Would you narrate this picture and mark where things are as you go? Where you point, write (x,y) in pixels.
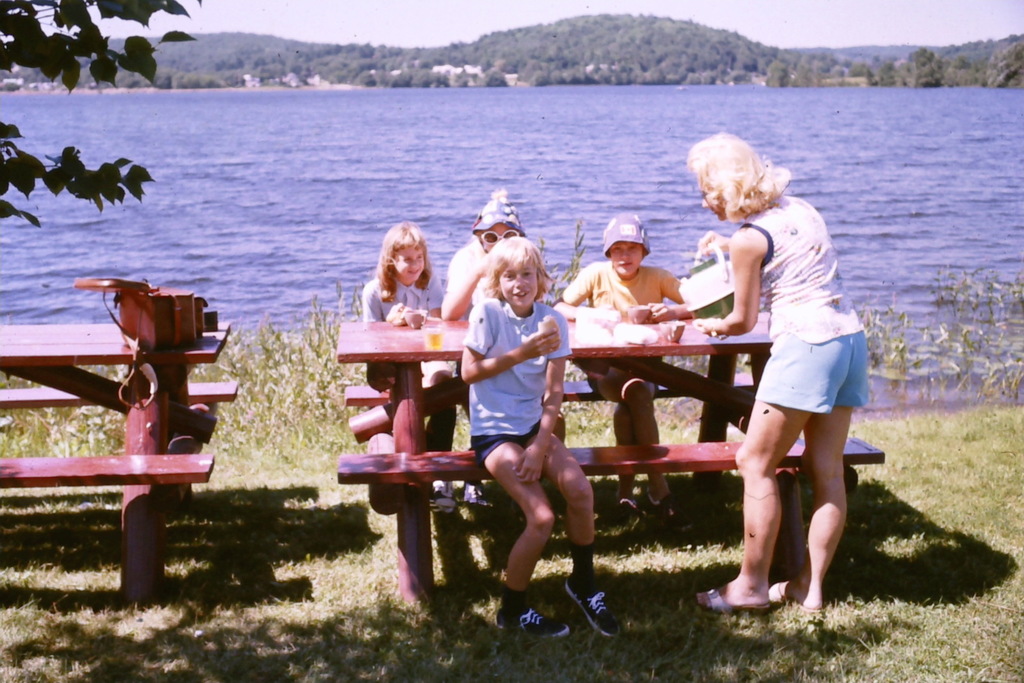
IN this picture we can see group of four small boys and girls (506,255) who is sitting in the park (735,483) on the wooden bench (745,350), Right side (736,184) a woman (773,333) wearing white top (776,238) and blue shorts (814,378) serving a juice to them, In center (613,285) boy (614,302) wearing a cap (615,242) on head (620,273) drinking the juice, beside him another boy (488,269) wearing sunglasses (509,235) and cap (507,208) is smiling, On behind we can see a beautiful view of the lake (404,110), Mountain (633,51), Trees (770,57) and clear sky (471,21).
